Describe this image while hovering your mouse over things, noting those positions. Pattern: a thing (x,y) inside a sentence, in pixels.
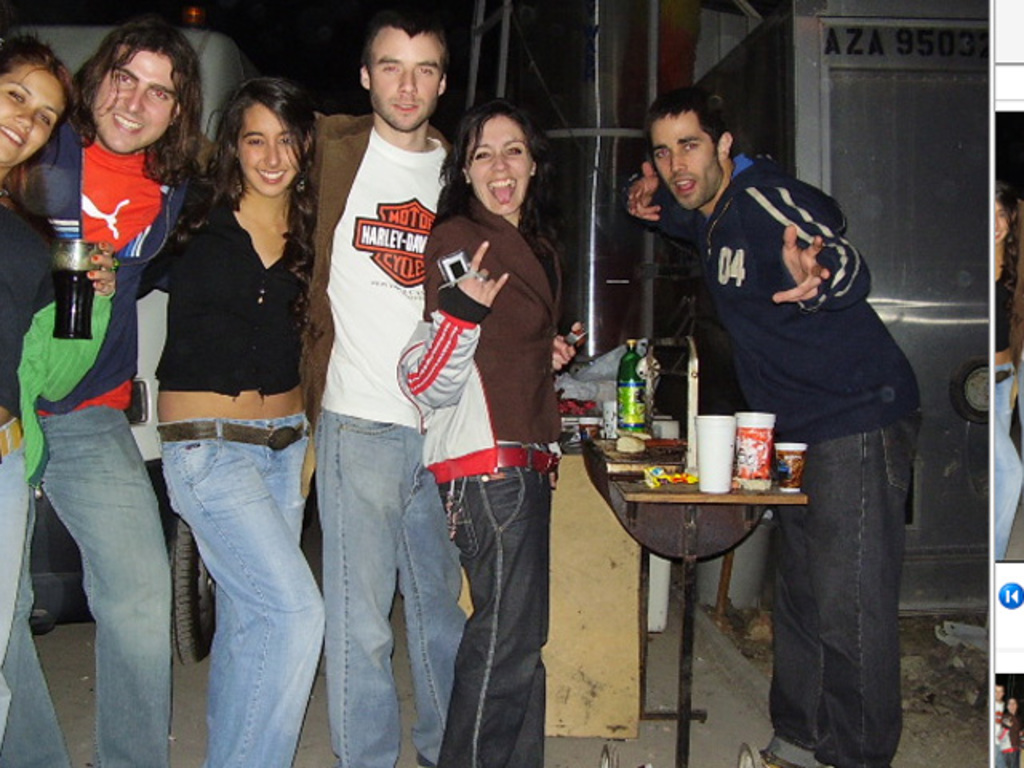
In the center of the picture (365,373) there are people (50,439) standing, few are holding glasses (67,284). In the center of the picture (595,413) there is a table (643,483), on the table (662,524) there are glasses (712,450), bottles (634,409) and other object (657,420). In the background (661,46) there is a vehicle (232,67), iron frame (503,64) and box (896,185). On the right (1000,751) it is a collage. On the right (1010,238) there is a woman (1001,466) and a skip button (1016,593).
